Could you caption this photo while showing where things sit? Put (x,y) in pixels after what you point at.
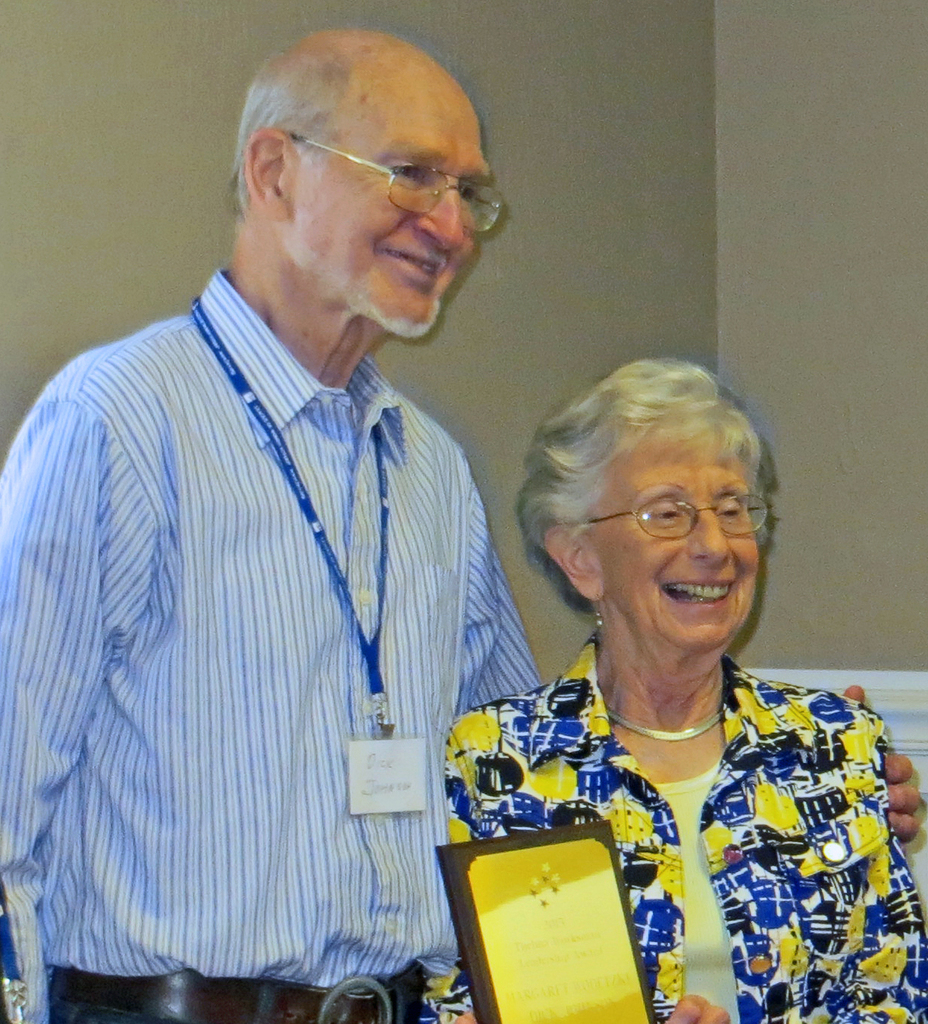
There is a person (372,419) in shirt (132,753), smiling, standing and holding a woman (888,855) who is smiling, standing and holding a photo frame (453,916), on which, there is a text (607,978) printed. In the background (557,268), there is wall (623,263).
